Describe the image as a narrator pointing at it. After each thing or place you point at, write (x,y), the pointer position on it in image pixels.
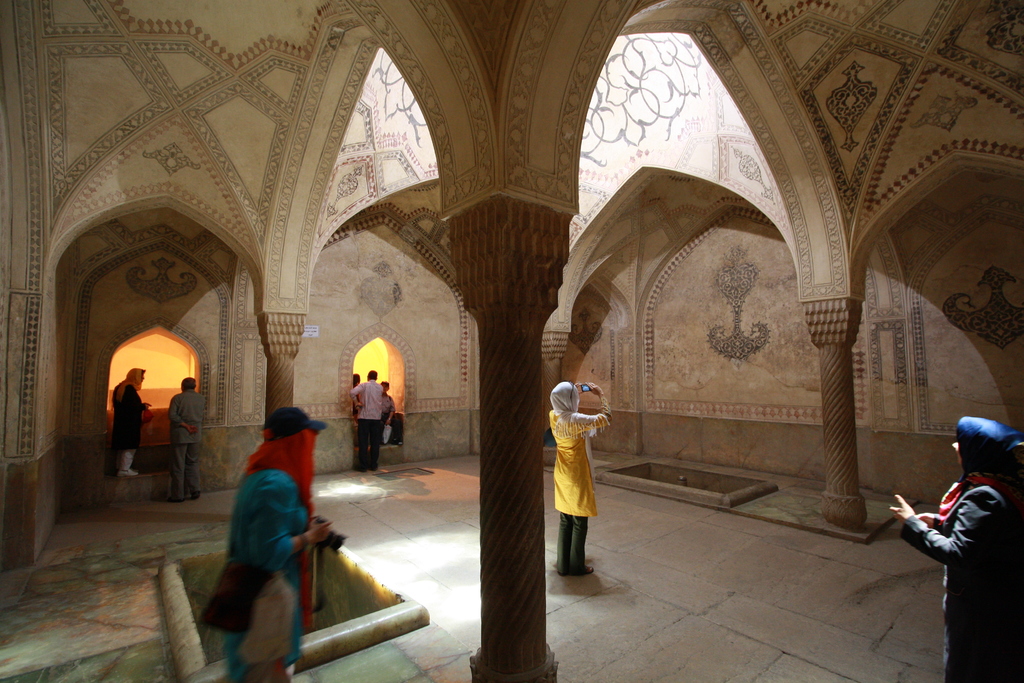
In this picture we can observe some people (362,416). There are four pillars (821,308). We can observe some designs (215,101) on the walls (770,366).
